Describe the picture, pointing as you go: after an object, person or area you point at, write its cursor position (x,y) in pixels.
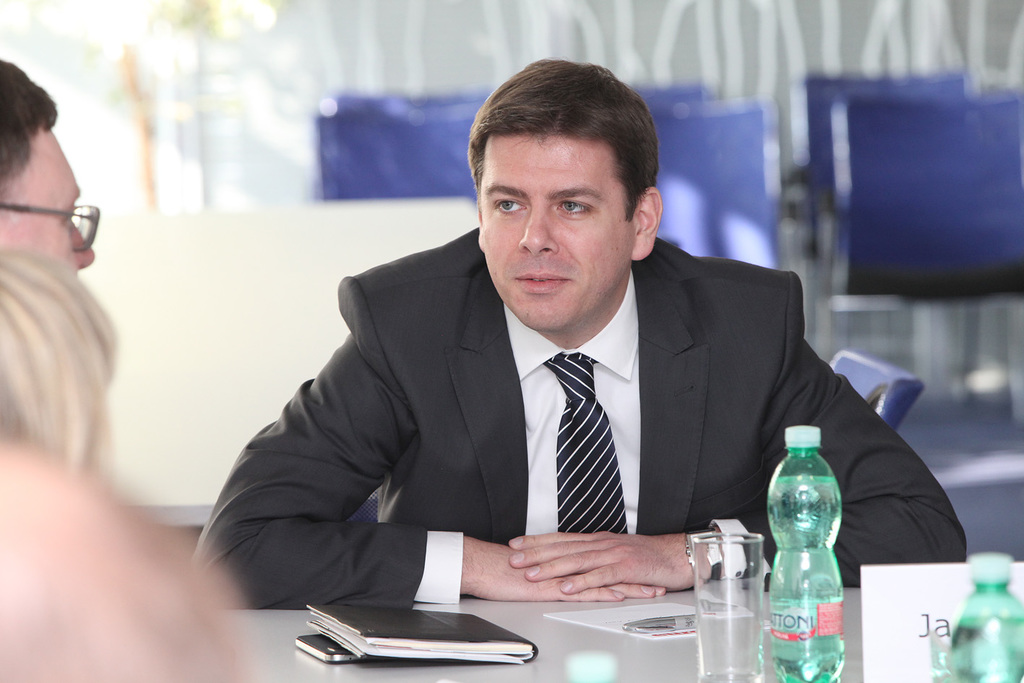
In this picture a person (508,362) is dressed in formals (542,519) and sitting on the chair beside the table (562,624). On the table (536,617) i could see a book (373,637) phone (322,640) papers (606,619) glass (722,607) and water bottles (804,563) and a name plate (890,624). In the back ground (895,161) i could see blue colored chair (711,140) and in the left corner (26,496) i could see some persons heads (37,430).
